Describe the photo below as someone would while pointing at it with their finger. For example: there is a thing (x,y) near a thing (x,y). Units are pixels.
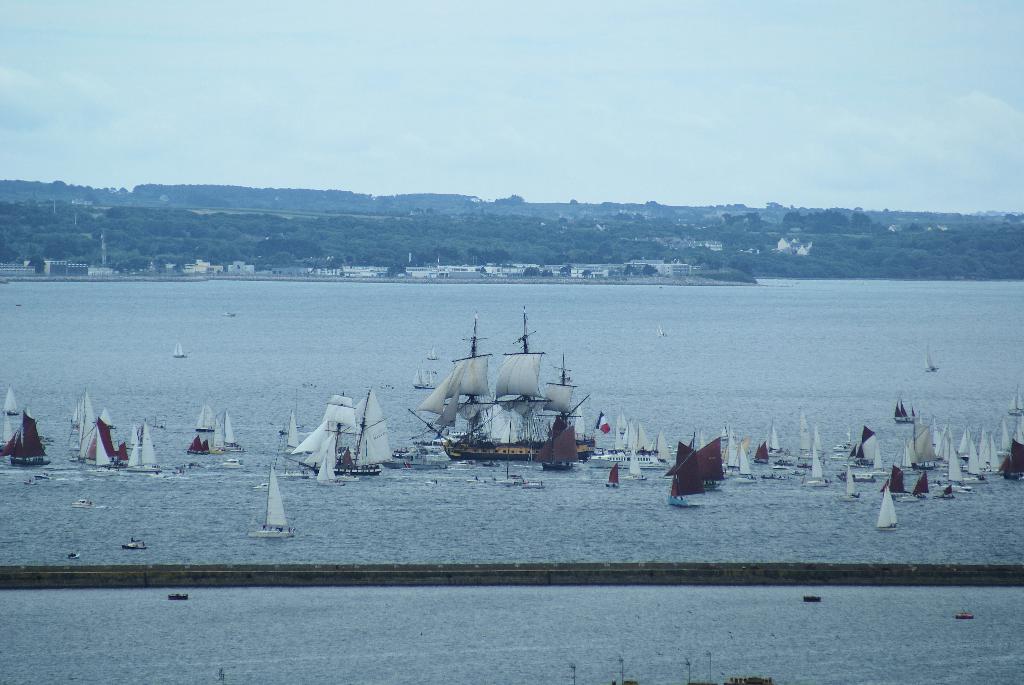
In the image there are plenty of boats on the water surface (466,477), behind that there are houses (53,261) and trees (49,241).
